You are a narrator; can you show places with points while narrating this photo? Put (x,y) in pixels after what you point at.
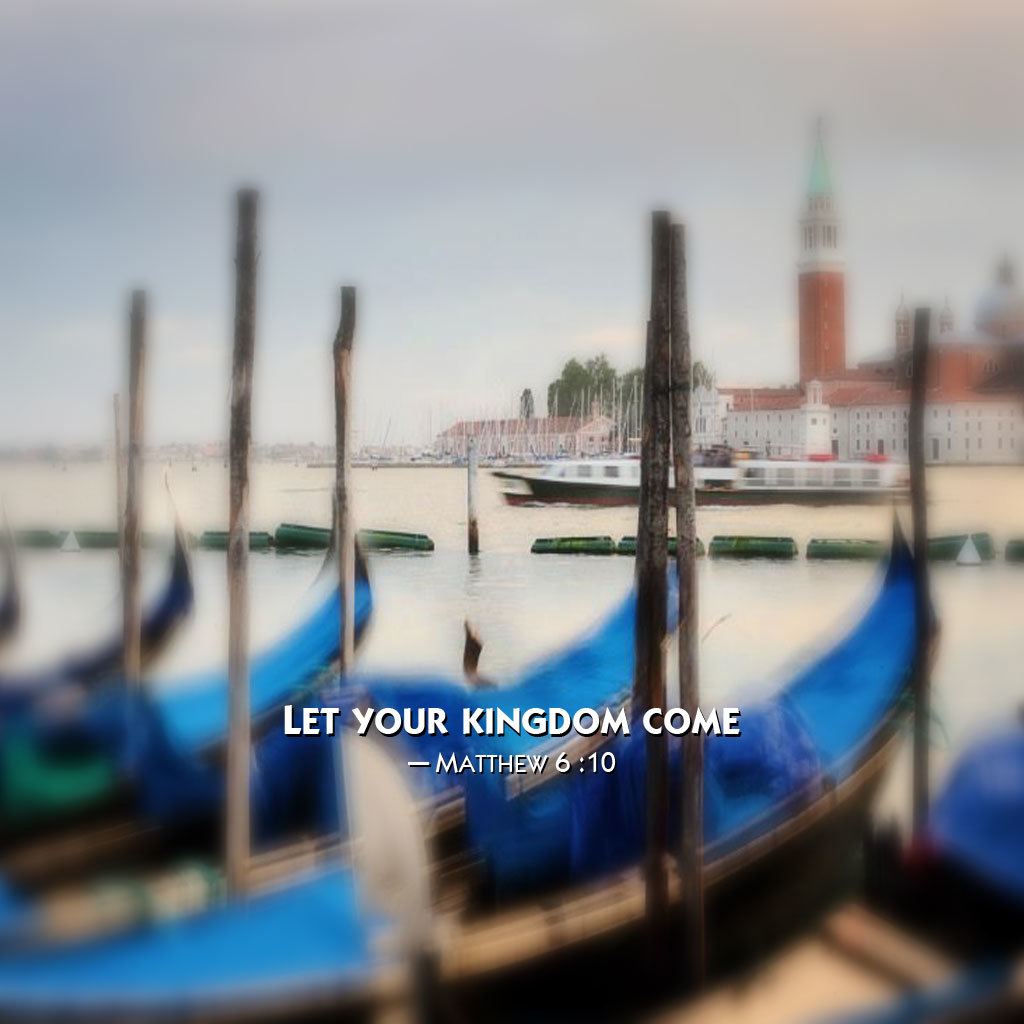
This is a blurred image, we can see boats (408,686) and some objects (290,544) on the water (488,594). Behind the boats (820,457) there are buildings (892,441), trees (584,382) and the sky (449,204). On the image there is a watermark (528,723).
